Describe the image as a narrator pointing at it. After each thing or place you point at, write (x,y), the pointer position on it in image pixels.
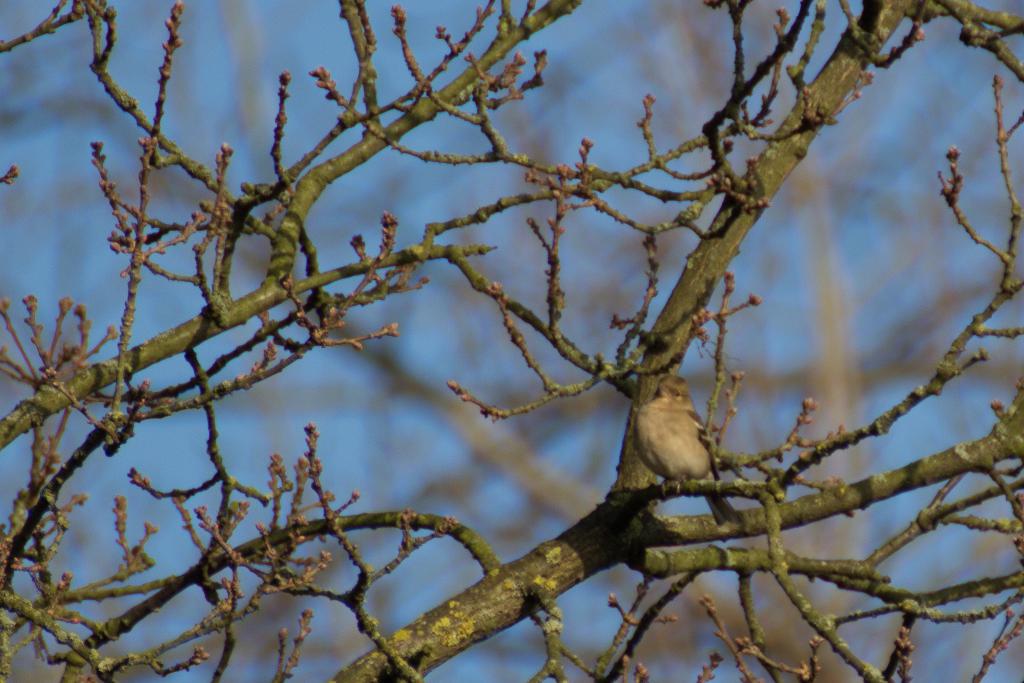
In this image we can see the branch (678,567) of a tree (595,171) and we can also see a bird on a tree branch (871,496). The background of the image (786,191) is blurred.
